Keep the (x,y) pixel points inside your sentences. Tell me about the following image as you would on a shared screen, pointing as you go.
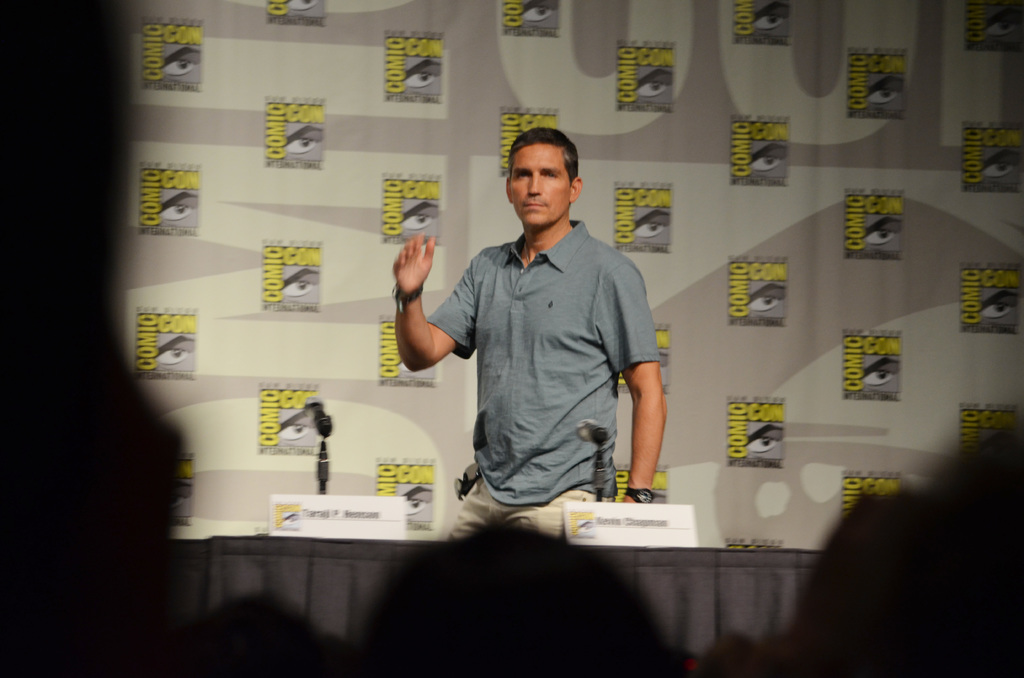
In the foreground of this image (417,610), there are heads (522,611) of a person (902,570). In the background (590,273), there is a man (477,312) standing in front of a table (668,573) on which, there are name boards (344,512) and mics (323,454) on it and a banner wall (353,159).
